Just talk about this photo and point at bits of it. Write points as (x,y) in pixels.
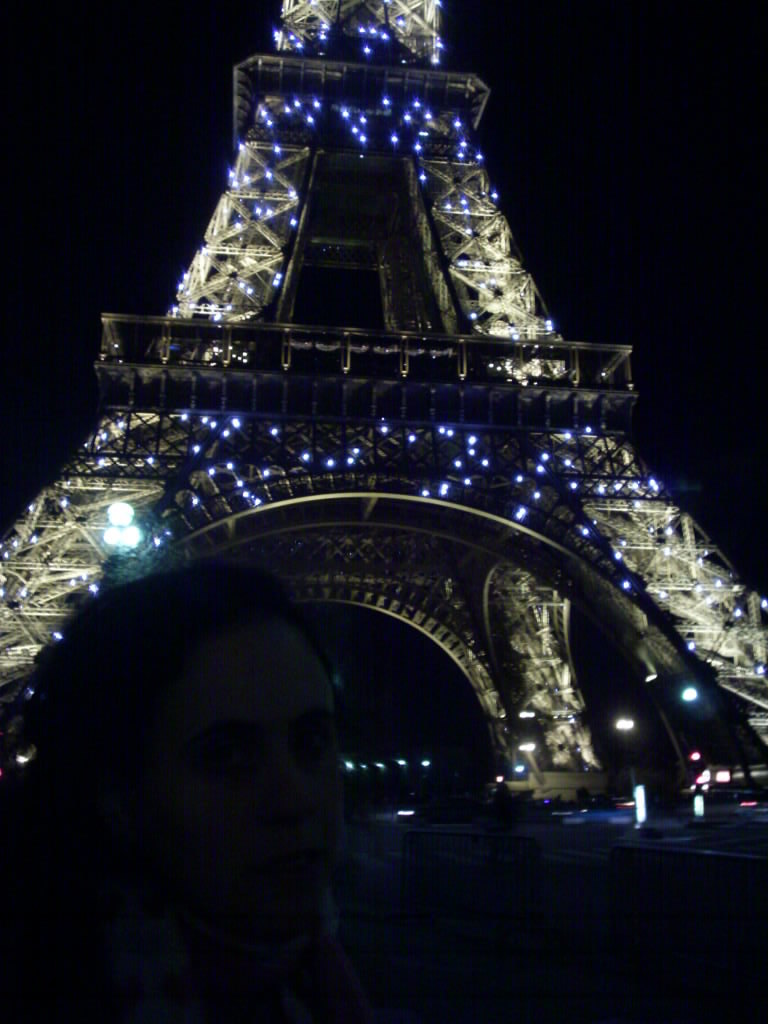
Here we can see a tower (548,386) and lights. There is a dark background (685,18).
